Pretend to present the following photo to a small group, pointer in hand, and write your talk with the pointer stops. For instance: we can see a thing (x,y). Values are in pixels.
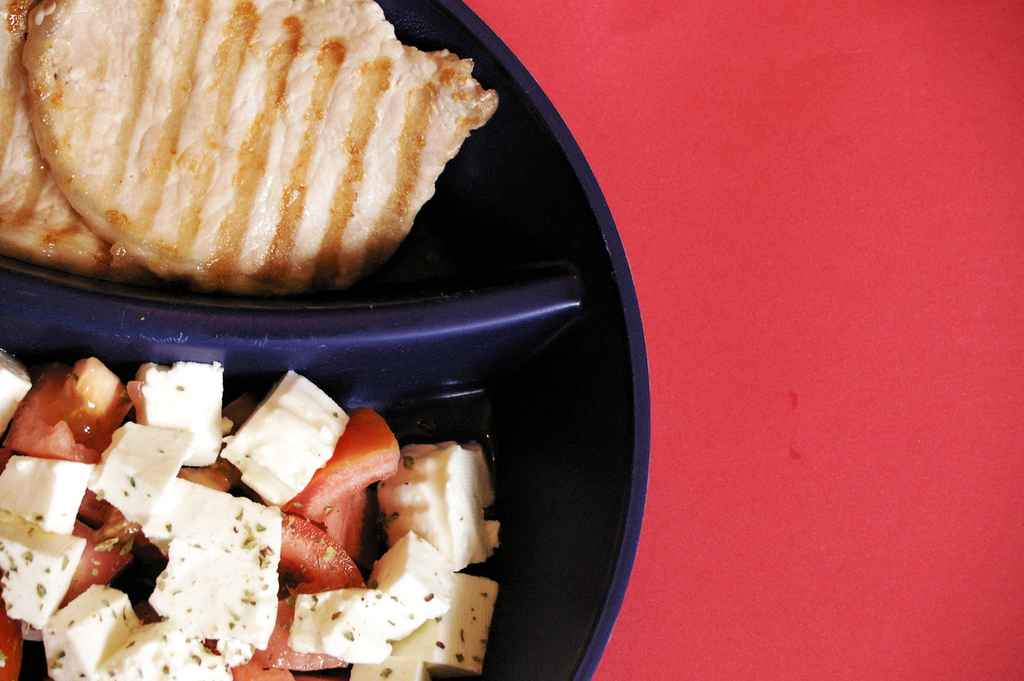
In this picture we can see some food (45,247) in a bowl (551,219).
